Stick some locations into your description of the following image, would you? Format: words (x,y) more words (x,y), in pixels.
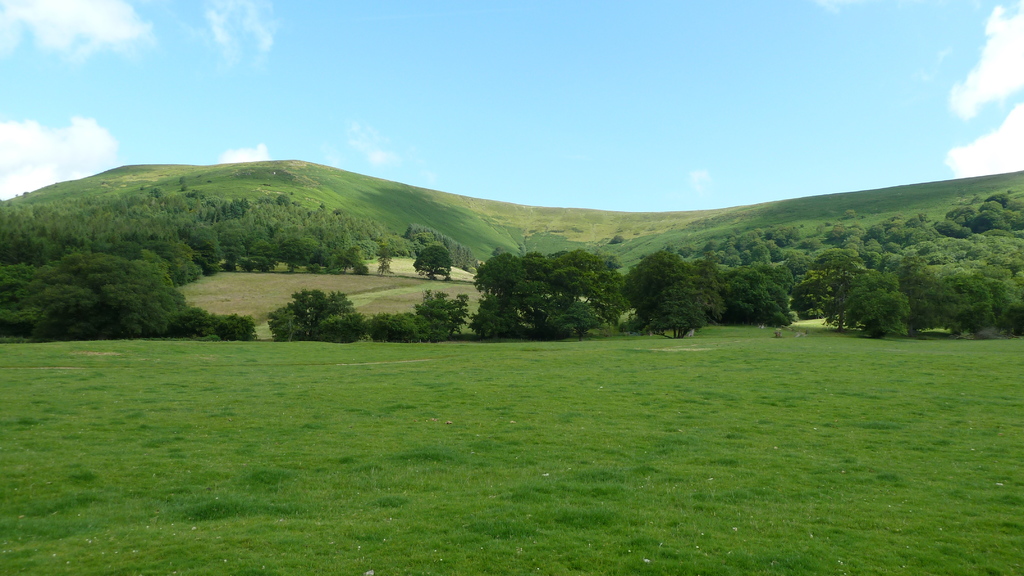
In this picture we can see some grass (606,424) on the ground (551,434). There are few trees (558,310) from left to right. We can see greenery (256,238) in the background (431,201). Sky (327,70) is blue in color and cloudy.
